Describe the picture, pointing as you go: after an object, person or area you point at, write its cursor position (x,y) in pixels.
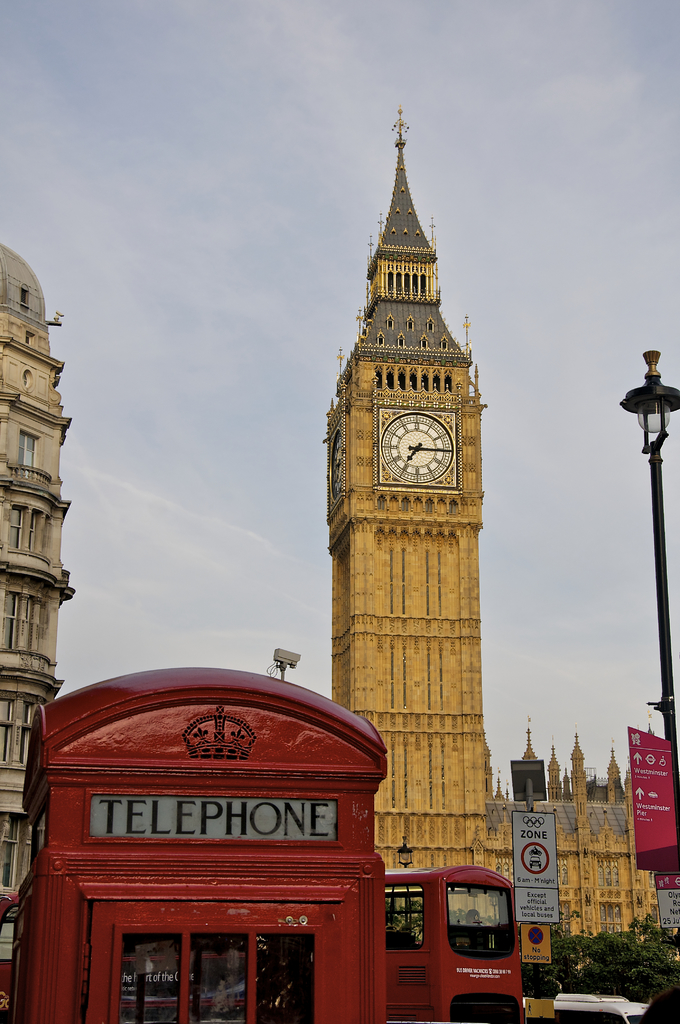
In this image at the bottom (71,900) we can see a telephone booth (121,893), vehicles (431,1010), boards (558,918) on the poles (674,819) and trees (646,939). In the background (38,467) we can see buildings (38,411), clock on the wall (405,522) and clouds (527,482) in the sky (79,166).
